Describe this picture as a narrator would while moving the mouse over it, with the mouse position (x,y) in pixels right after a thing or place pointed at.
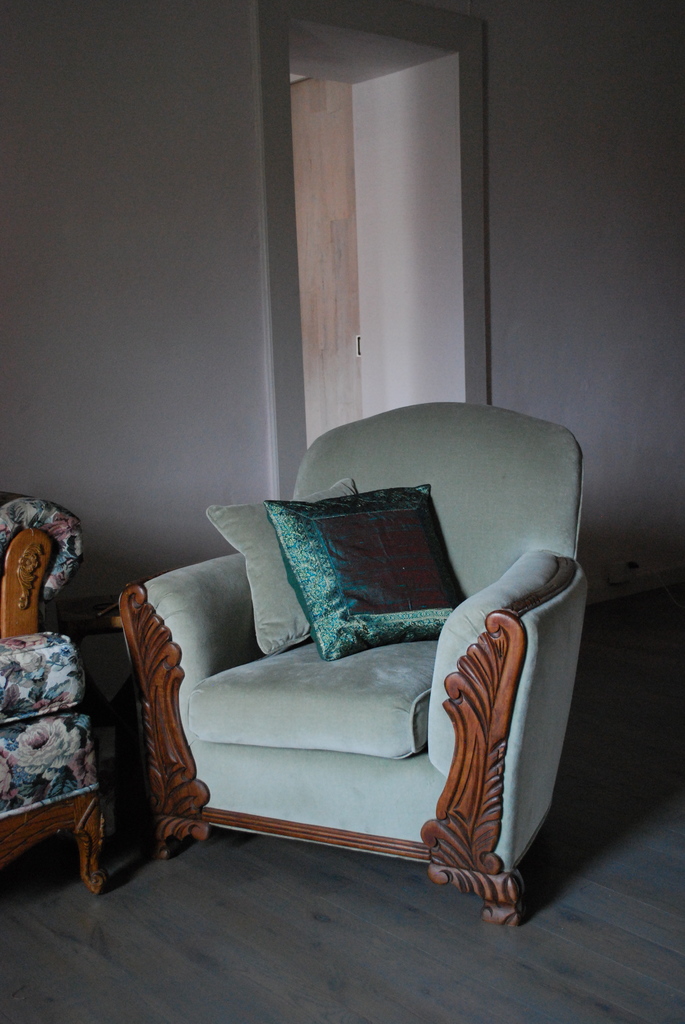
This is the picture of a room (406,964) where there are two chairs (526,655) among them one is in green color. There are two pillows (414,589) in one chair (205,614) beside there is a table (125,653). We can also see a wall (91,590) and the floor (247,895).
